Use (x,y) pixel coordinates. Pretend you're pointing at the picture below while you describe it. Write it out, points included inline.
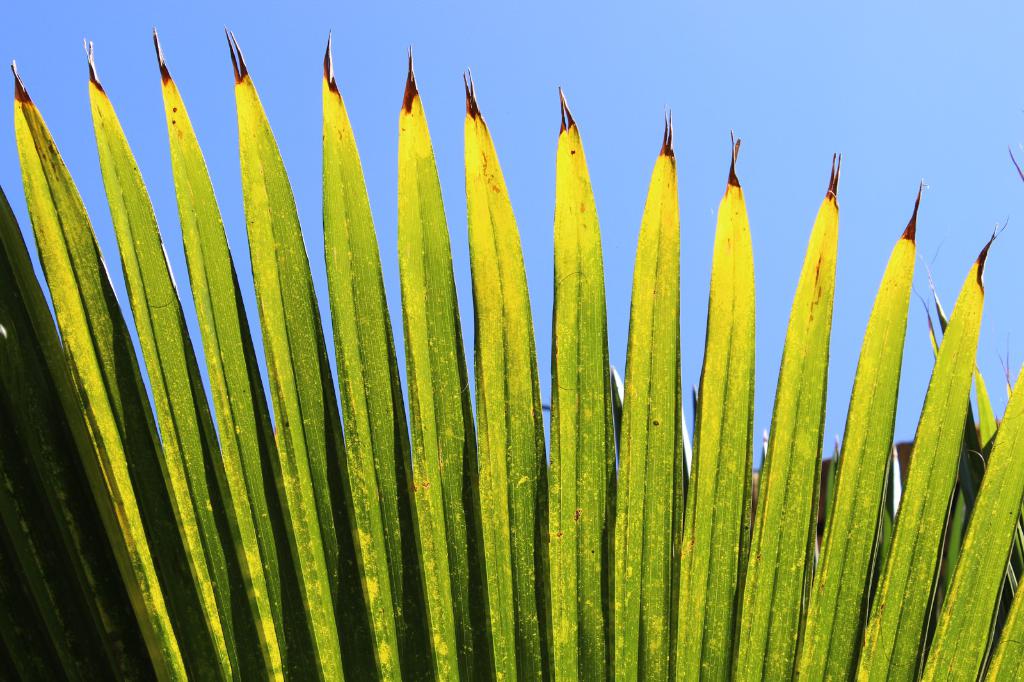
In this image there are leaves (515,425), in the background (205,115) there is the sky (792,184).
